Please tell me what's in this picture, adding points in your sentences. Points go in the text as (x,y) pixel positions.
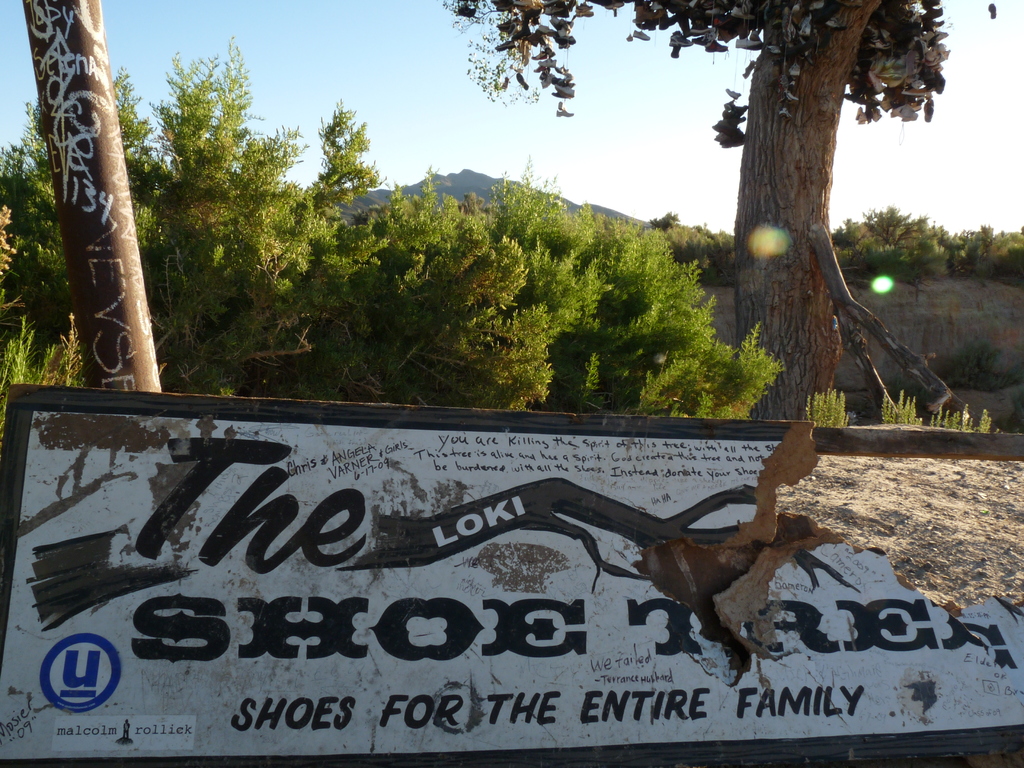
In this image I can see the board (377,590). In the background (154,333) I can see the pole (81,179), plants (569,327) and trees (556,333). I can also see the mountains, and the sky (463,96).
